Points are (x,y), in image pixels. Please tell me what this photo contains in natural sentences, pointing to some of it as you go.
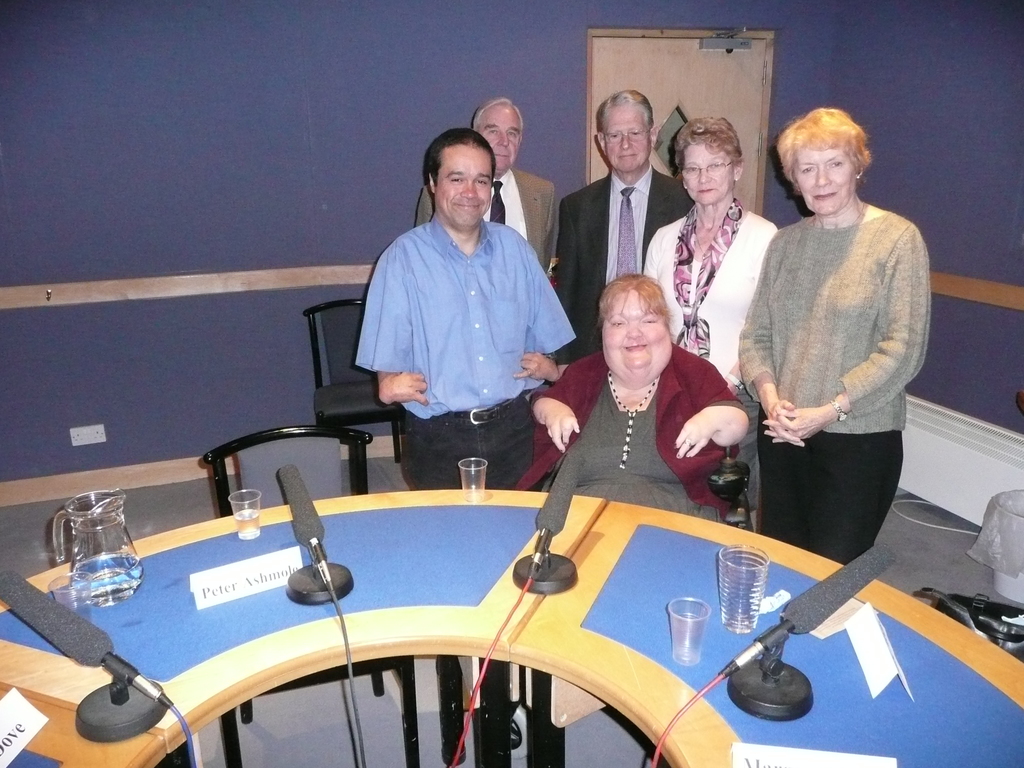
In this image we can see a group of people (595,323) standing in front of a table (838,660). one woman (600,431) is sitting in a chair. One person (476,338) wearing light blue shirt (462,328). On the table (636,605) we can see a group of microphones (60,609), a jug (103,547), group of glasses (66,582). In the background (1000,544), we can see dustbin (1002,557), a door (681,65) and group of chairs (284,429).
